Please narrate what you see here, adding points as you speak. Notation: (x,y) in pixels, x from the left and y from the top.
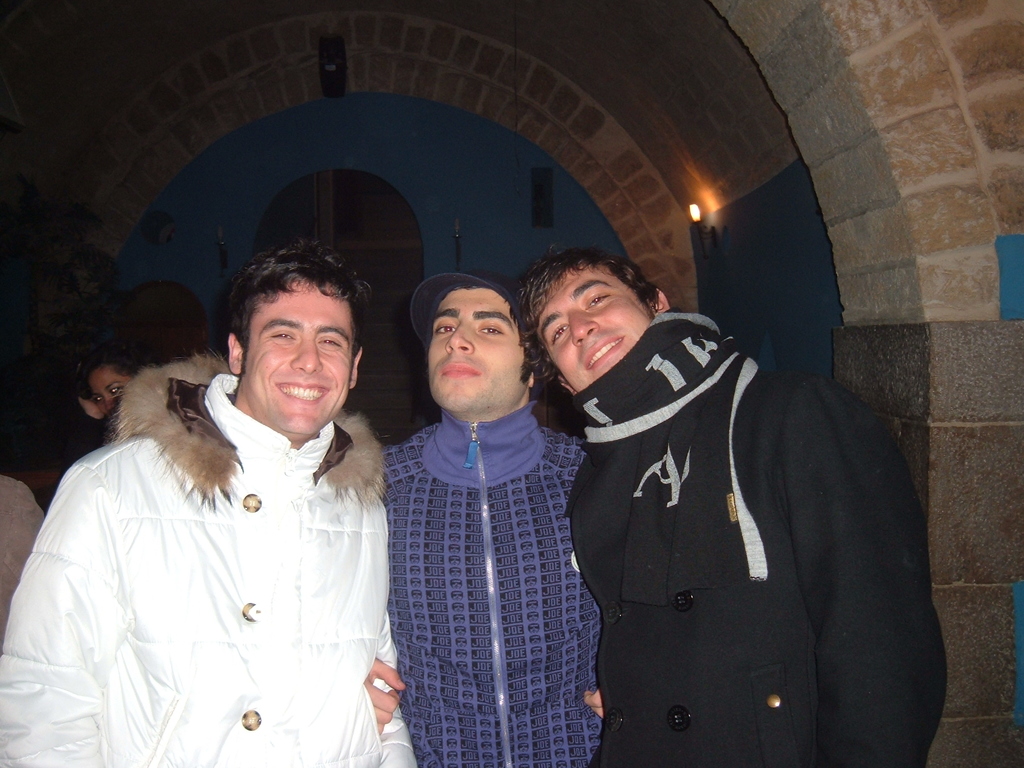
Man (205,576) on the left corner of the picture (163,624) wearing white jacket (308,545) is smiling. Beside him, the man (510,594) in blue jacket (446,587) who is wearing black cap (446,284) is standing beside the man (665,527) who is wearing a black jacket (765,522). Behind them, we see a wall (509,180) in blue and white color. We even see a bulb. It is dark in the background (407,324) and this picture might be clicked in the dark.
